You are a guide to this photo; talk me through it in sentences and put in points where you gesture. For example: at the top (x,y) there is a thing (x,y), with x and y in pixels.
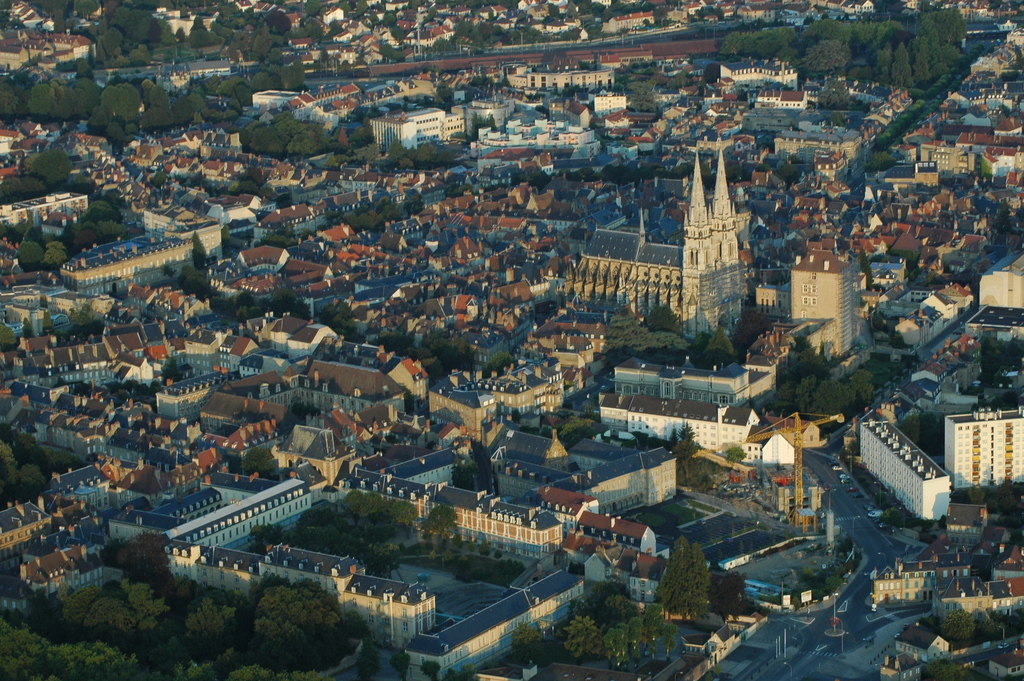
In this image I can see trees (28,488), houses (421,460), buildings (586,296), vehicles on the road (800,663), street lights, towers (719,208) and so on. This image is taken may be during a day.
